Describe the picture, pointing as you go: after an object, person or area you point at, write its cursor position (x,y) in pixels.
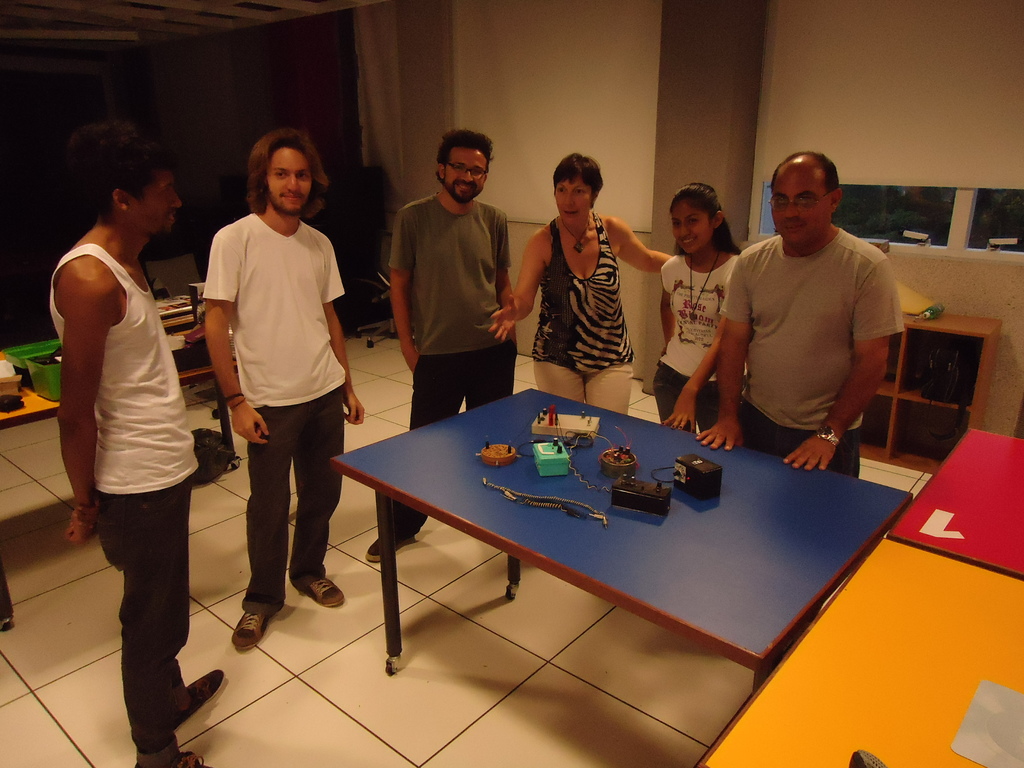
In this Image I see 4 men (873,367), 2 women (692,402) who are standing on the floor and all of them are smiling, I can also see there are tables (444,489) in front of them on which there are few things (485,477). In the background (909,408) I see the wall (408,39), a rack (923,406) in which there is a bag (929,383).
